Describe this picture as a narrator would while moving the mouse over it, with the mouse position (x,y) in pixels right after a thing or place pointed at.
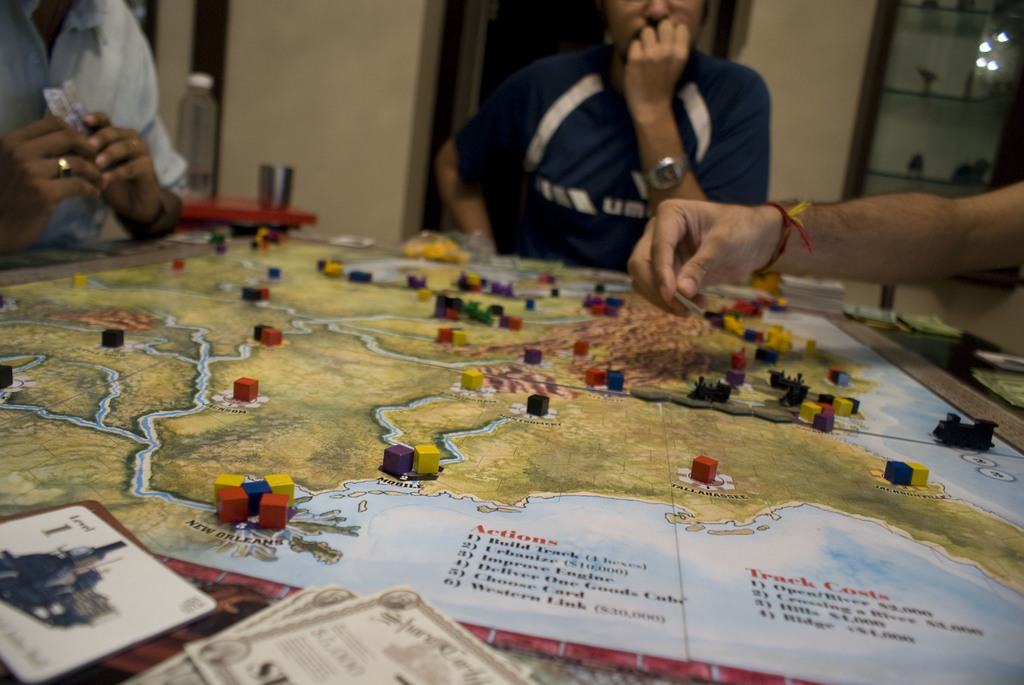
This picture is consists of board game (516,545) in the image and there are people (666,270) around the board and there is a showcase (872,91) and a door (486,200) in the background area of the image (1005,76), there is a water bottle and a glass (287,189) in the image.
